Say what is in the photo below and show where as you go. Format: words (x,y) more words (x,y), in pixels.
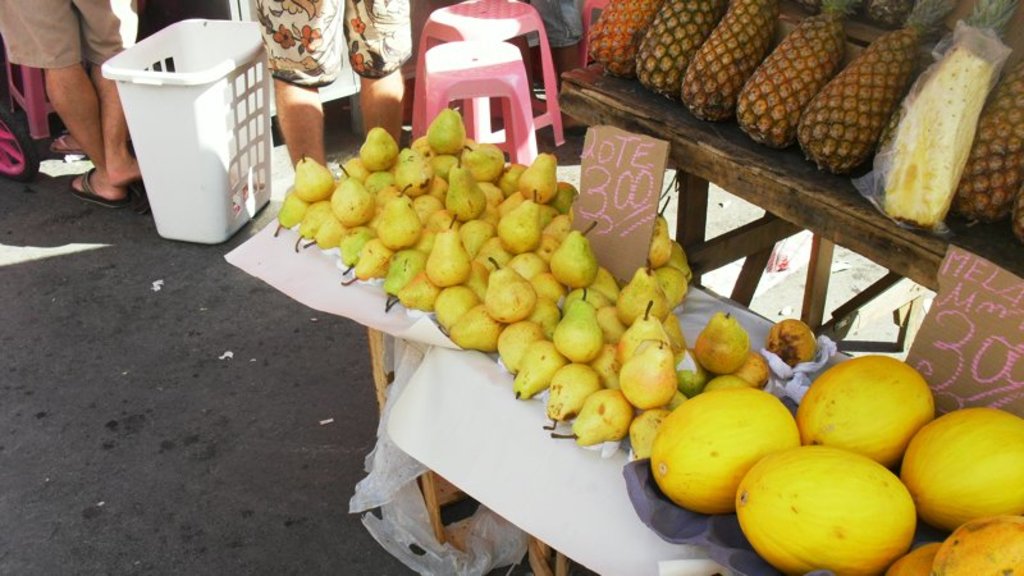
In this image we can see many fruits (875,107) placed on the rack (877,240). There are few stools (457,71) in the image. There are few people (278,8) in the image. There are two price boards (608,253) in the image.
